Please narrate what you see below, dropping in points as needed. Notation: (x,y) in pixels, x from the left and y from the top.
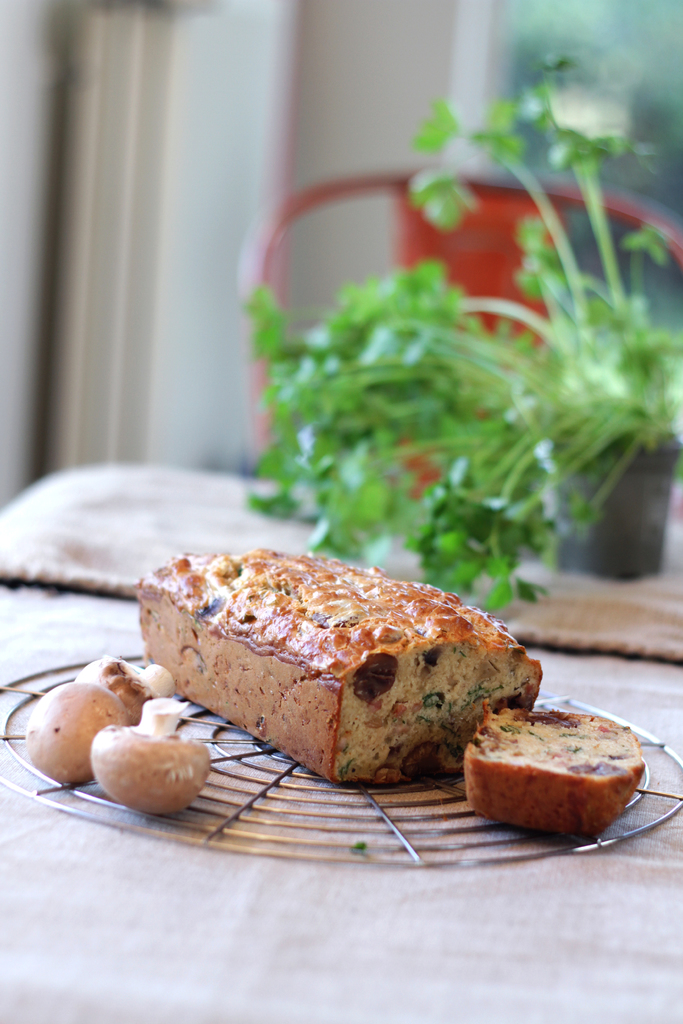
This image consists of a cake (461,728) kept on a table (364,822) along with mushrooms (142,775). In the background (490,417), there is a plant (505,365) along with chair (402,212).
